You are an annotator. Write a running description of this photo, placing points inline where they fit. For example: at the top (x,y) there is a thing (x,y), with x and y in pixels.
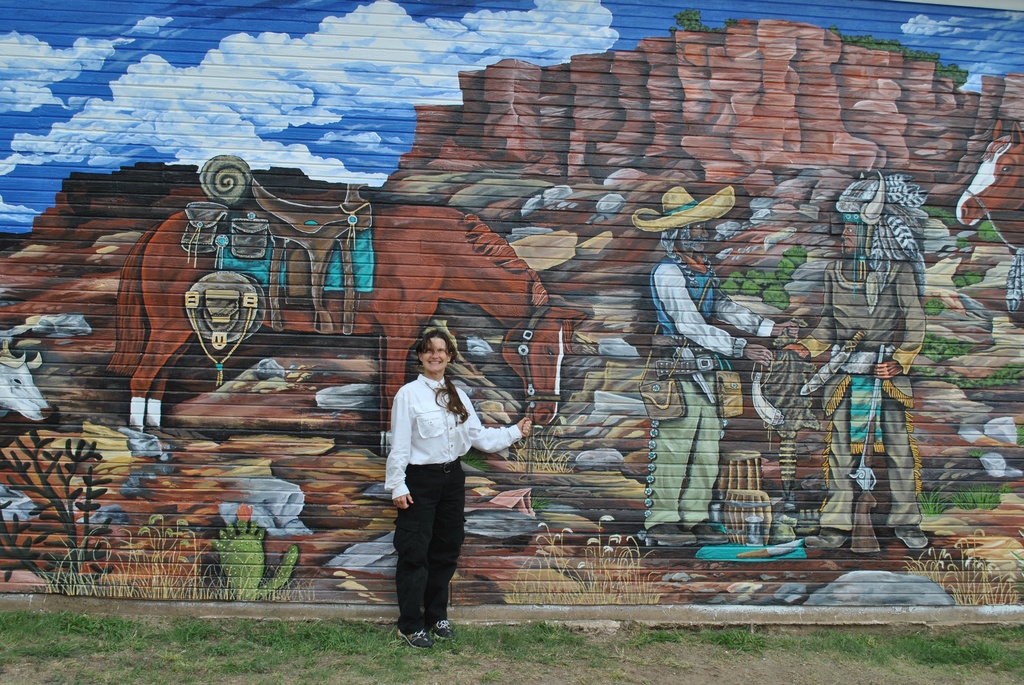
In this picture, we can see a lady (432,388) standing on the ground (248,645), we can see the ground (845,671) with grass (142,645), we can see the wall (322,535) with some art (251,209) on it.
